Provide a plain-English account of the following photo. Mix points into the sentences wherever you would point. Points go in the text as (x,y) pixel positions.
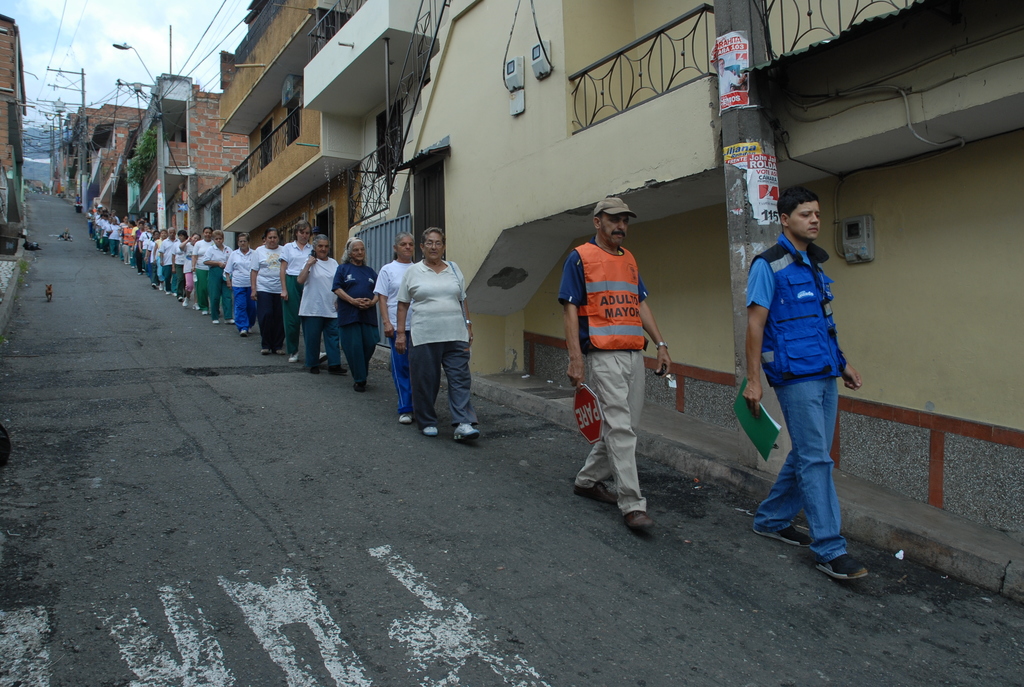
In this picture we can see a group of people (401,419) walking on the road (379,465), dog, book (738,406), board (599,403), buildings (464,63), poles (157,127) and in the background (145,61) we can see the sky (99,63).
